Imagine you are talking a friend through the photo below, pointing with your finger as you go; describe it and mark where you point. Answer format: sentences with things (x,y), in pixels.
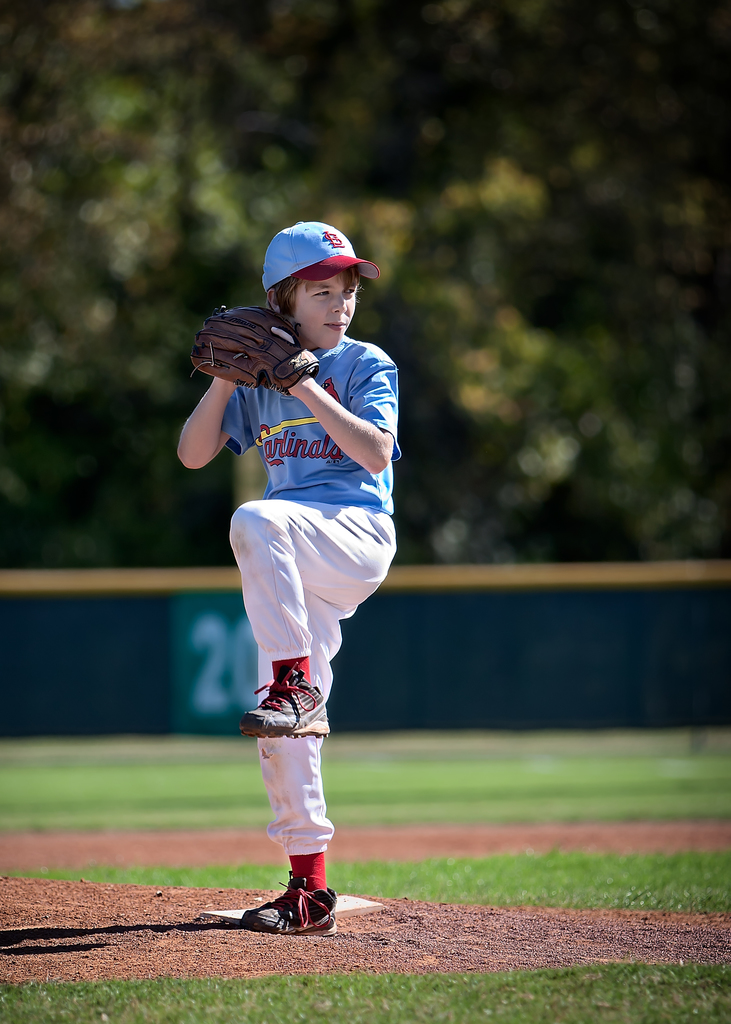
In this image we can see a boy (267,906) playing baseball, there are trees (314,202) behind him, and the background (55,271) is blurred.
